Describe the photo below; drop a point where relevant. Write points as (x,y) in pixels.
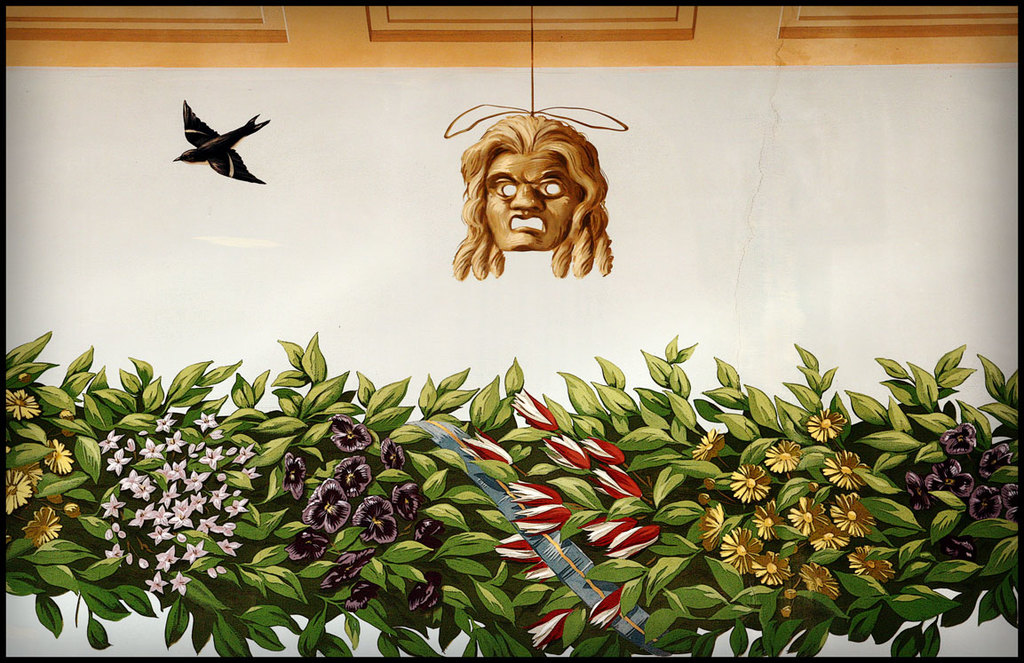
This image looks like a painting. There are leaves (486,535) and flowers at the bottom (474,539). There is a bird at the top (214,155).
